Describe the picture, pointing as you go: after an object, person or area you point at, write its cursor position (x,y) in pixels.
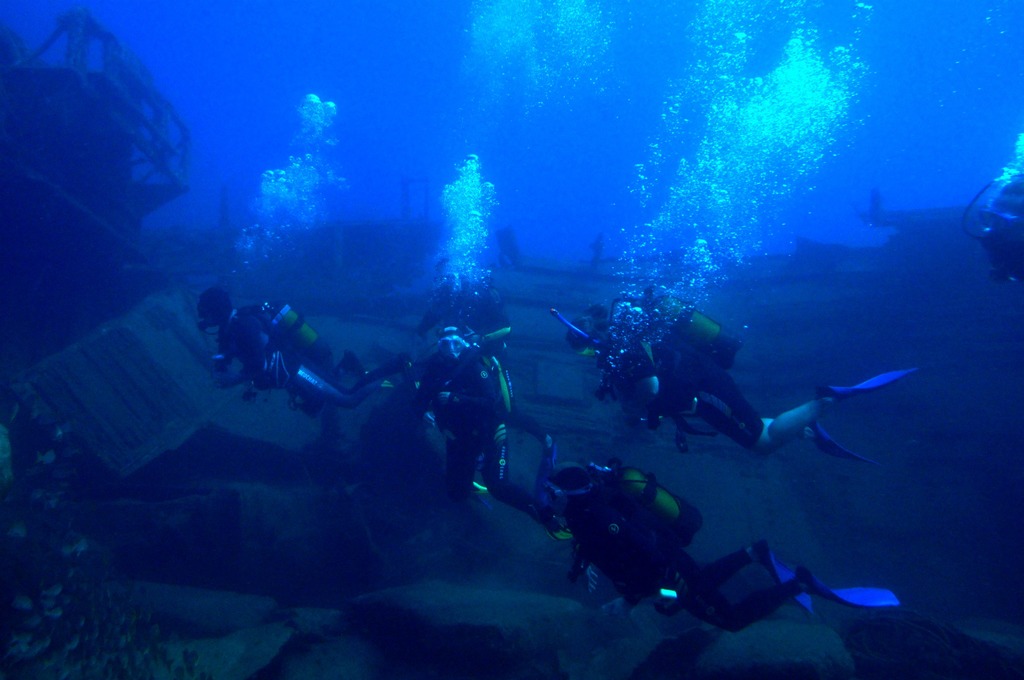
In this image, we can see some persons (310,387) under water (788,166).
